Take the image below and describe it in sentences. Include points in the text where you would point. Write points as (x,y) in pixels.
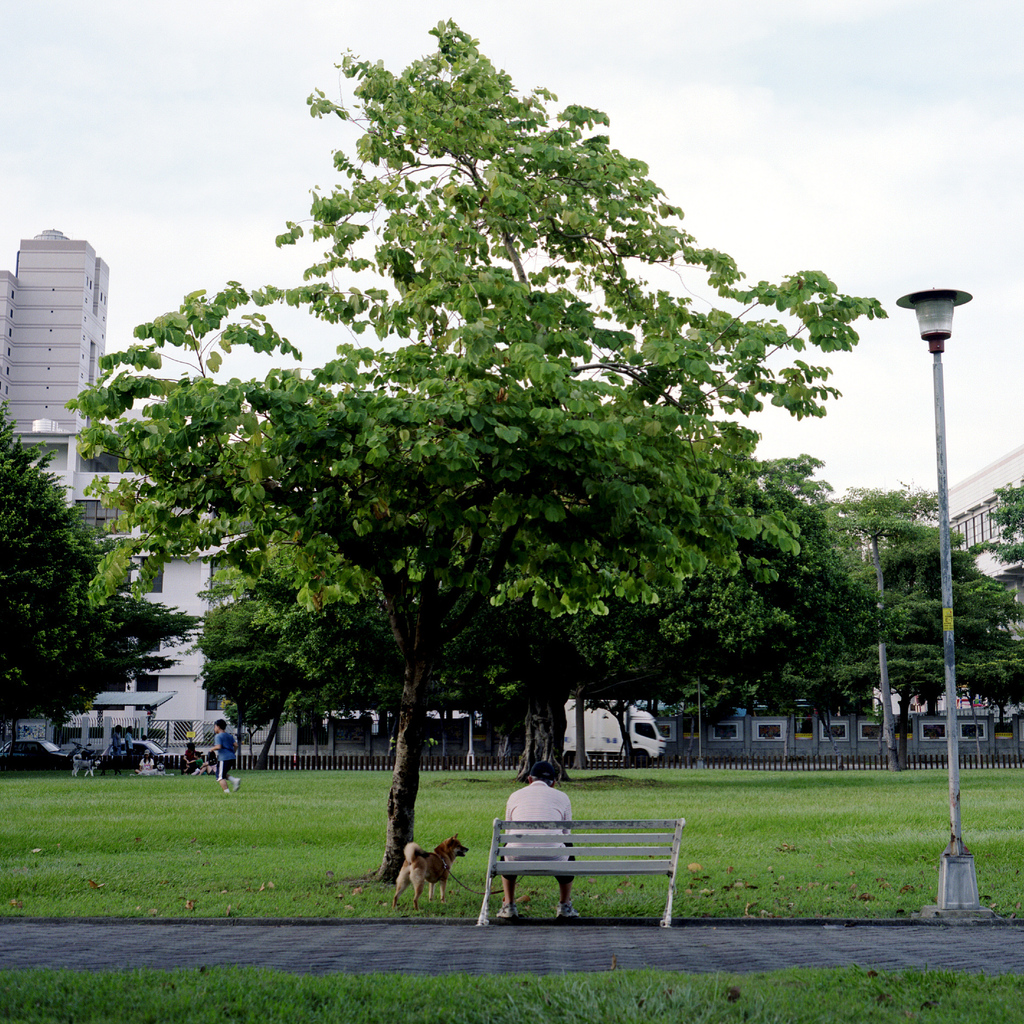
The picture is taken in the city. In the foreground of the picture (815,892) there are grass (344,826), tree (482,453), bench (569,864), dog (427,865), man (547,809) and a street pole (958,859). In the background (318,692) there are trees (299,701), railing (183,725), people (233,762), vehicles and buildings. Sky (843,91) is cloudy.
